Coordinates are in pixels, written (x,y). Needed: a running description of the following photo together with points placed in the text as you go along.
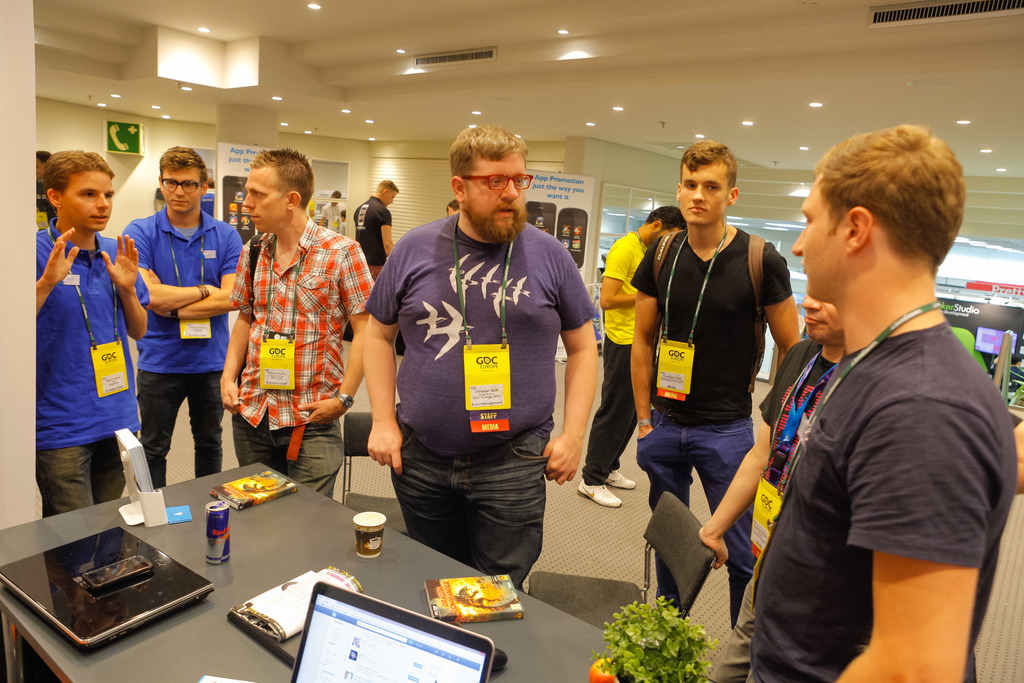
In the picture we can see some people (328,301) are standing near the table (84,533), they are in ID cards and on the table (77,522), we can see a Red Bull tin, two laptops (134,588), one laptop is opened and we can see a small plant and in the background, we can see some people (599,481) are standing near the hoardings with mobile advertisements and to the ceiling (620,76) we can see the lights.
